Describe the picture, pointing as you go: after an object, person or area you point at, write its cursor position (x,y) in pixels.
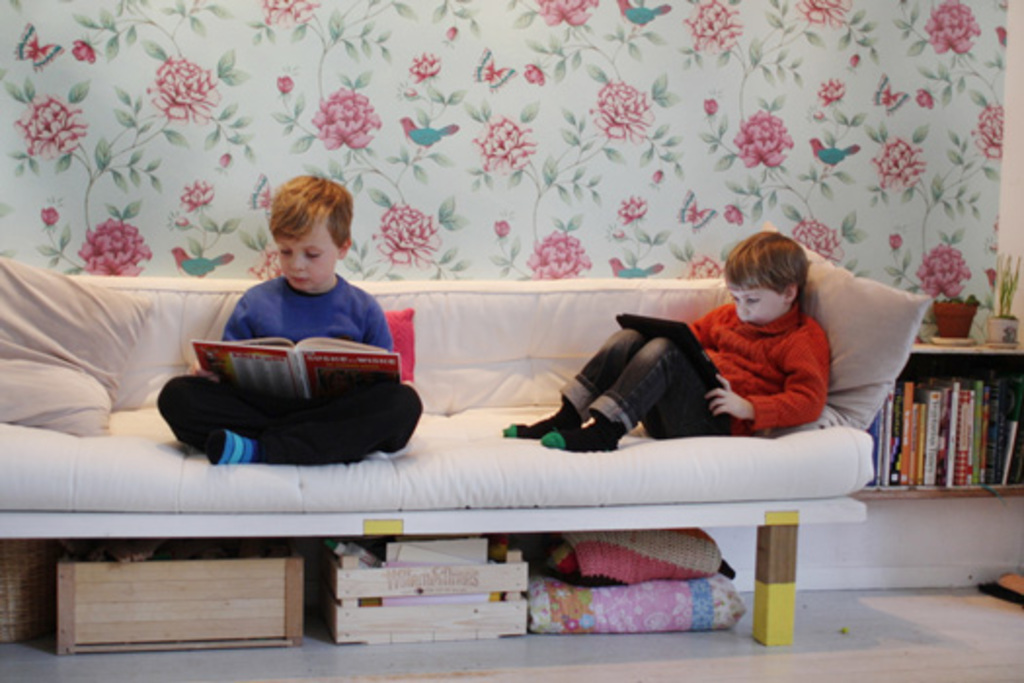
This picture is inside the room (643,221). There are two persons (761,401) sitting on a sofa (140,368) and holding a book (287,374) and a tablet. At the bottom (182,620) there is a box (182,620) and cushions (654,561), at the right side of the image (915,437) there are books (921,425) and house plant (966,302).
